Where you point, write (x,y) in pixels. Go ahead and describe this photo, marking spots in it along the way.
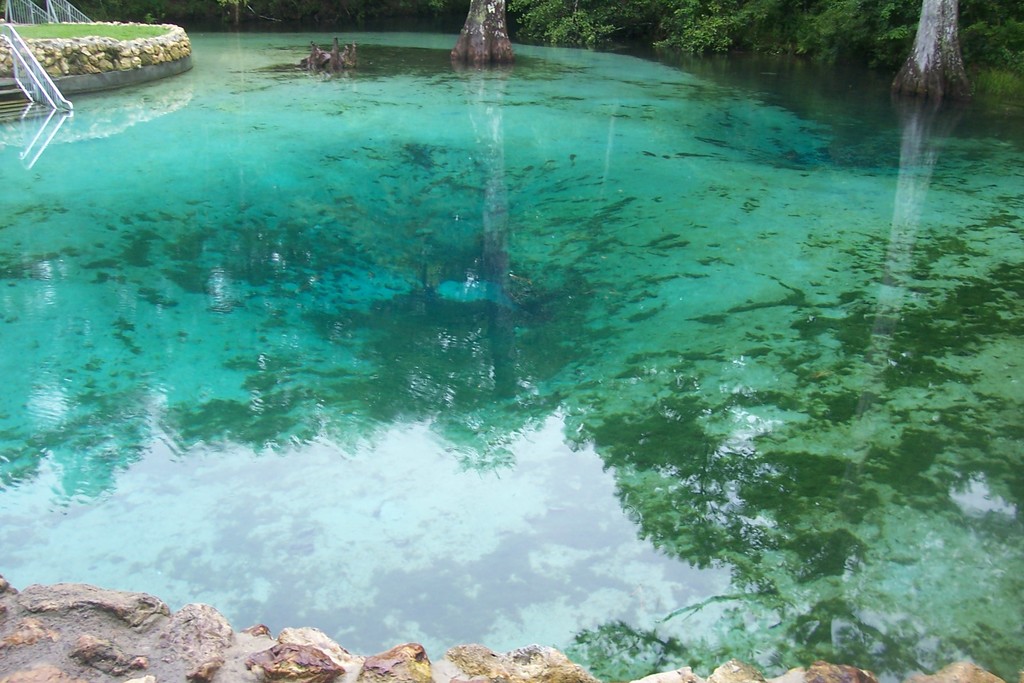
In this image in the center (593,454) there is a pond (233,185) and in the background (758,27) there are some trees (952,75), railing (22,43), grass (120,32) and at the bottom (144,651) it looks like a wall (211,654).
